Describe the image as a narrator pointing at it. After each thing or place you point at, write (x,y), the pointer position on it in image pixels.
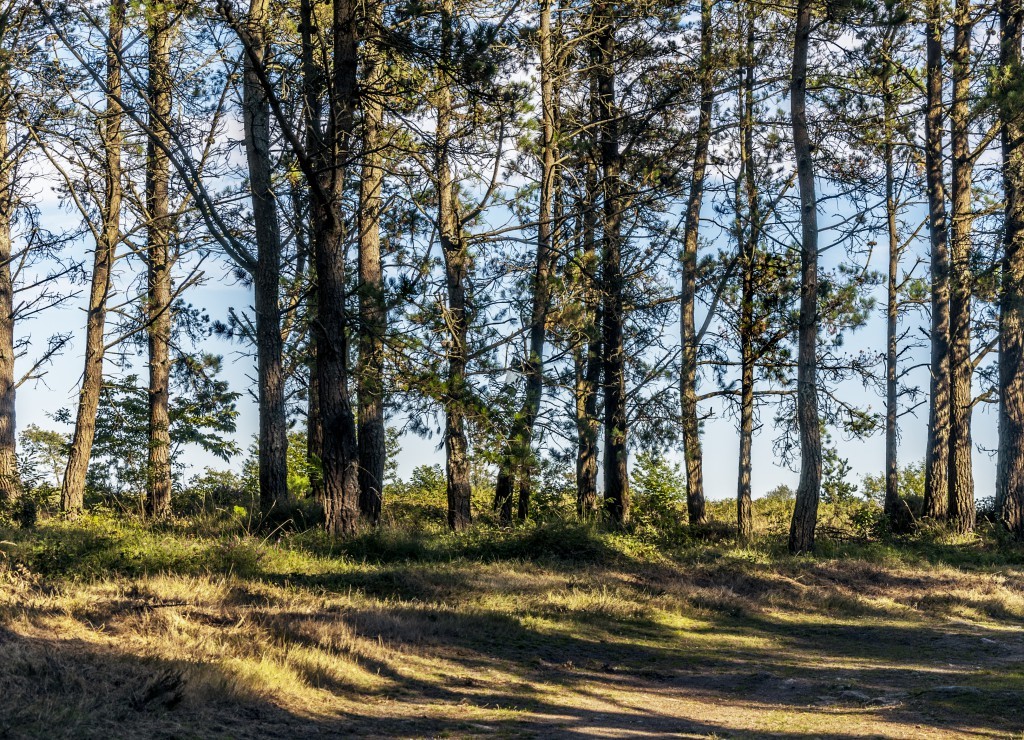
In this image there are trees (326,380). At the bottom (315,621) there is grass (467,601). In the background (909,217) there is sky (909,217).
